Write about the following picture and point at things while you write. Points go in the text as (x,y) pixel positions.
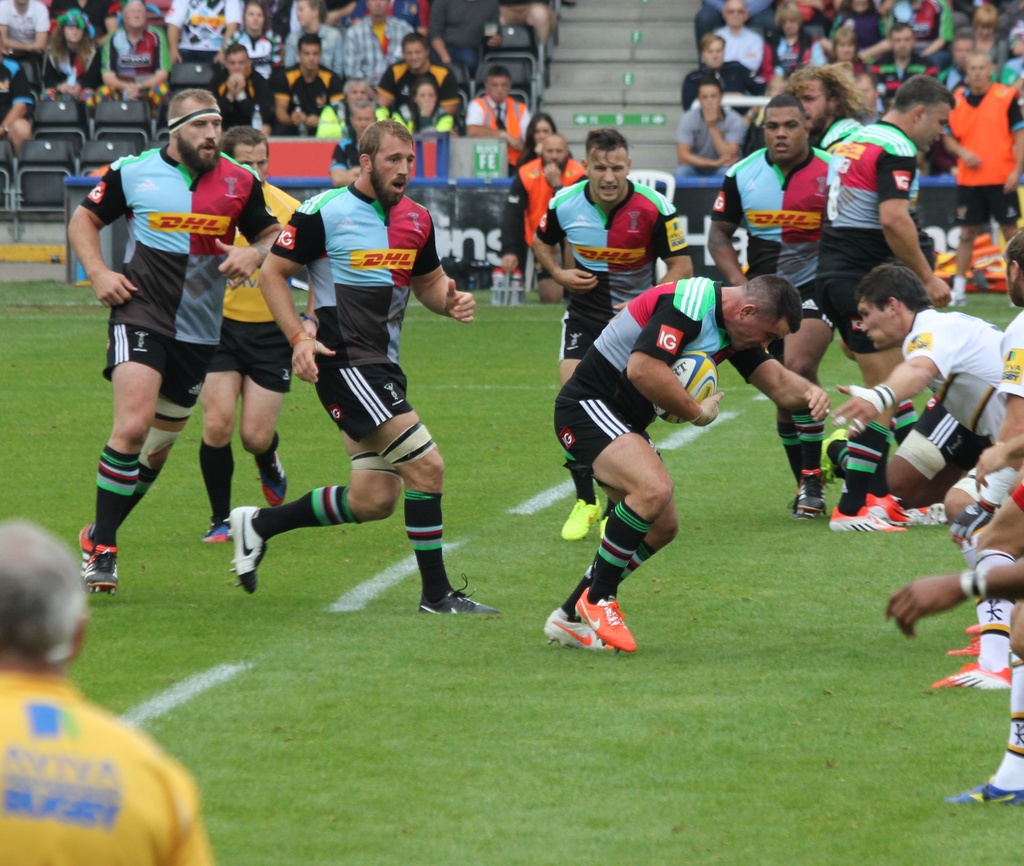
In this picture I can see a group of people (789,423) are playing the game in the middle (384,500), in the background (689,139) a group of people (521,132) are sitting on the chairs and watching this game.
